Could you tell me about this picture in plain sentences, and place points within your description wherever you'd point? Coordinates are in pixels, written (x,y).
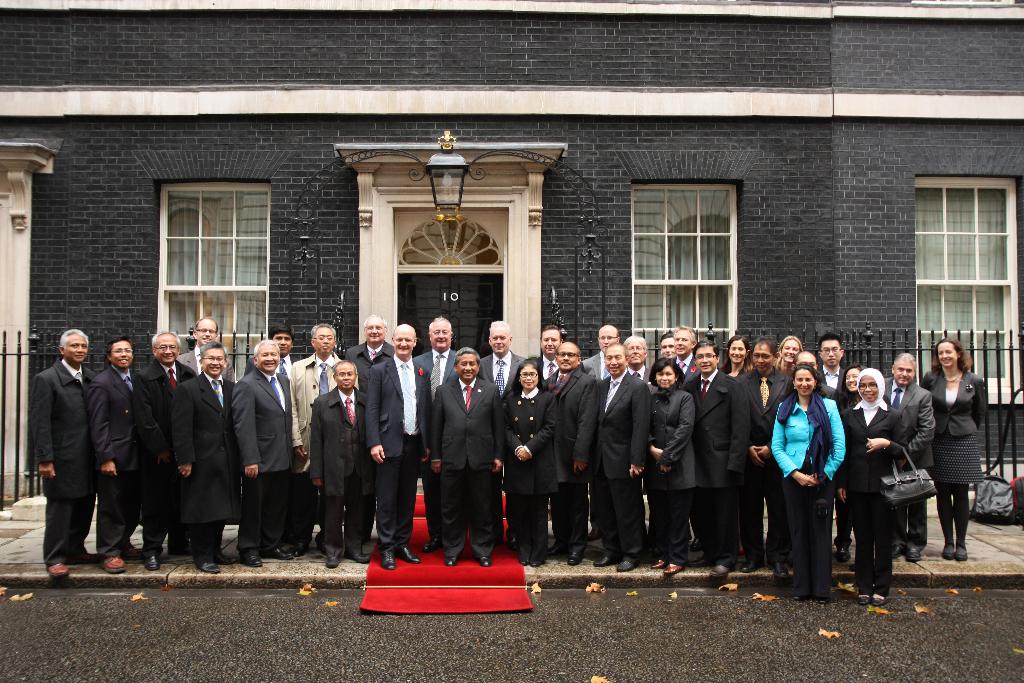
In this image there are group of people (443,433) standing on the floor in front of the building (403,82). In the background (428,294) there are windows (920,329) and a door (441,299) in the middle (439,286). At the top (444,186) there is a light (449,195). At the bottom (483,581) there is a carpet (487,602) on the floor (889,646). On the road (733,644) there are few dry leaves (839,633). There is an iron fence (1012,346) beside them. There are bags (977,490) on the floor (989,538).
